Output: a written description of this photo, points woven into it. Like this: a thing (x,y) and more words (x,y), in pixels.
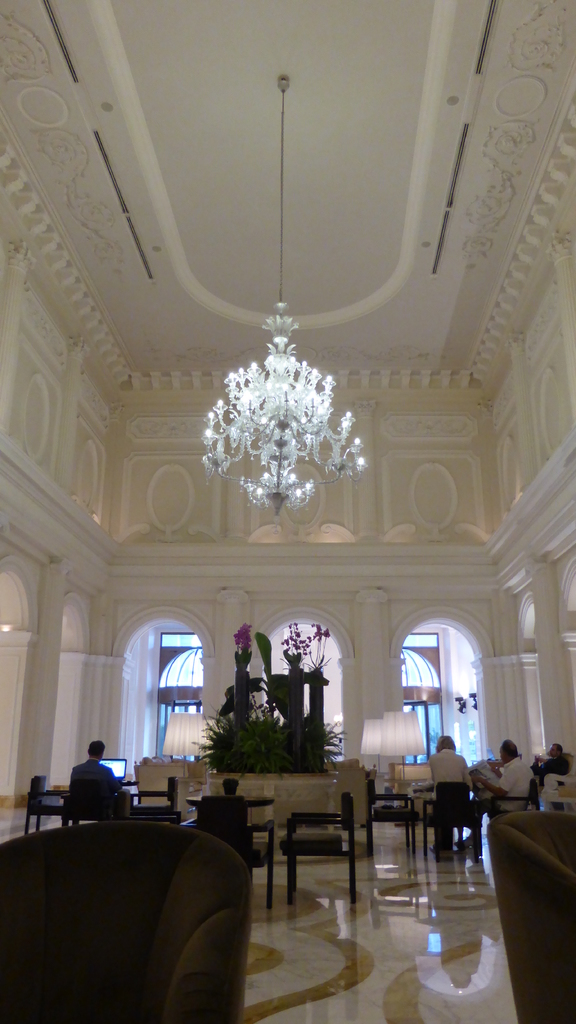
In the image, it is a restaurant (269,780) there are many tables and chairs (464,796) and in between restaurant (261,775) some plants (306,749) are placed and to the roof (297,255) of the restaurant (259,65) a beautiful light (261,411) is hung down, the walls (173,490) of the restaurant (136,594) are painted in white and cream color.
